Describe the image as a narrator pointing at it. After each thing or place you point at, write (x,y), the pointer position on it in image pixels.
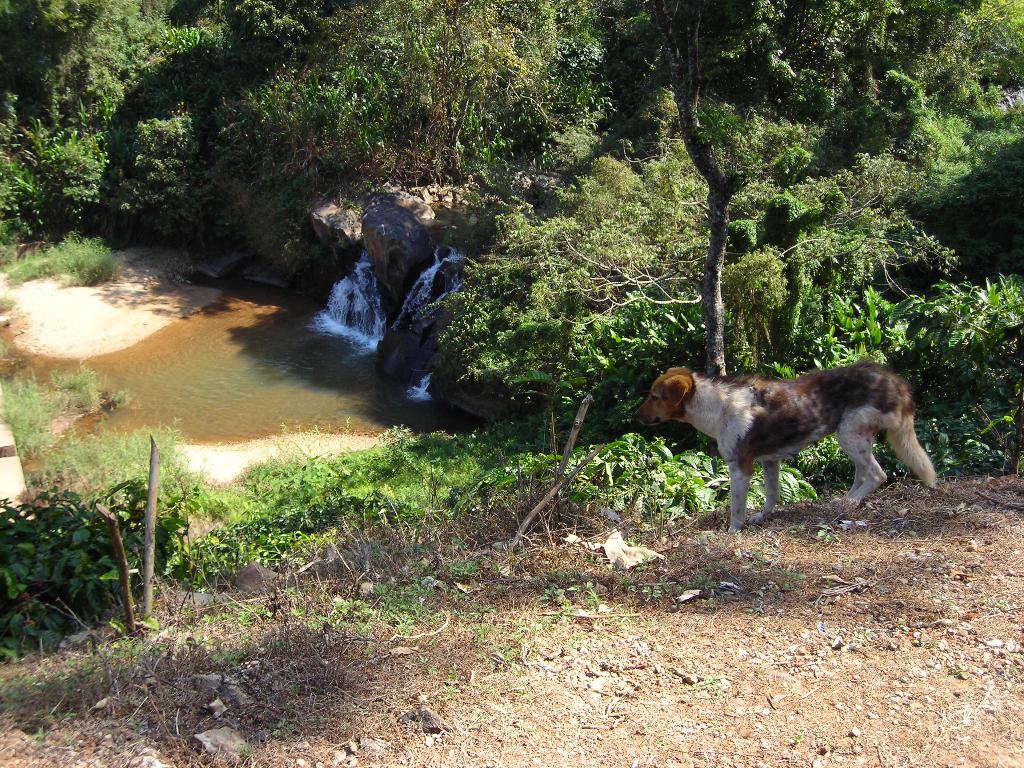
In this image, we can see a dog (749,465) and in the background (690,206), there are trees (641,234), rocks (418,203) and there is water (220,358). At the bottom (485,601), there is ground (517,654).
